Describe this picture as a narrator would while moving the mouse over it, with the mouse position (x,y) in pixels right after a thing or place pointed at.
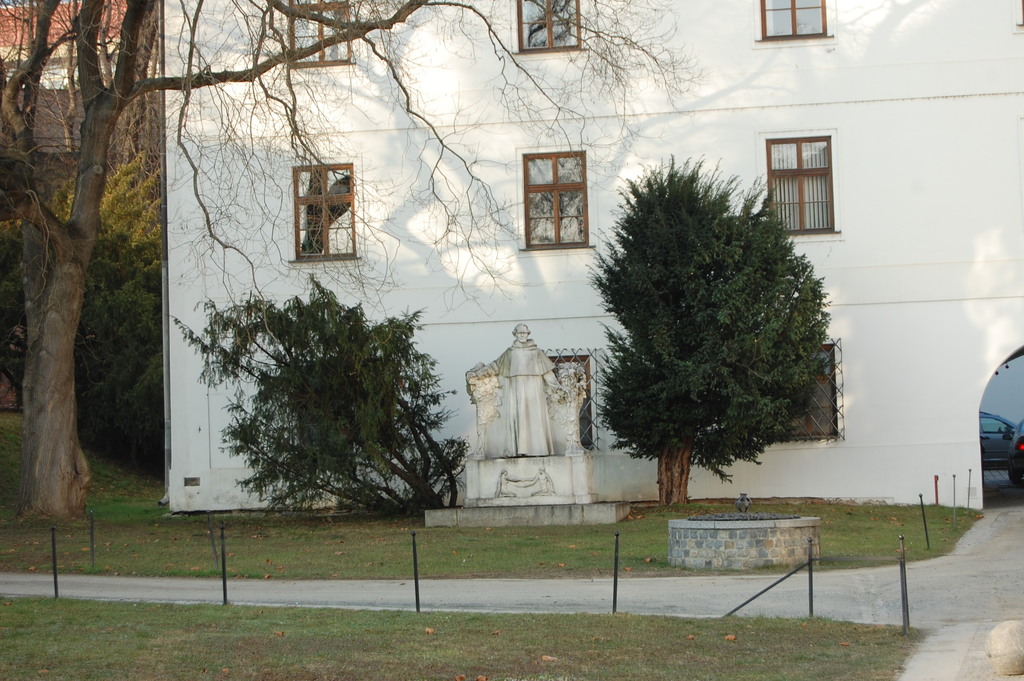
In the center of the image (545,445) we can see a statue (483,435) and there are trees (332,457). In the background (605,234) there is a building (465,234) and we can see windows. On the right (987,428) we can see cars (997,461). At the bottom (402,635) there is grass (528,655).
